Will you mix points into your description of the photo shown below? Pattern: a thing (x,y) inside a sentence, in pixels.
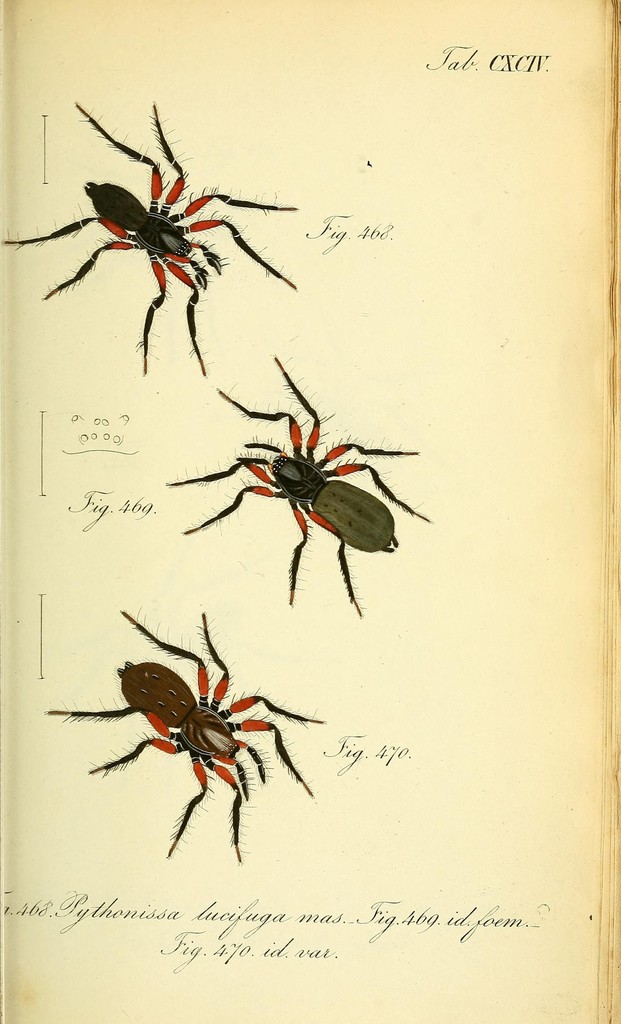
This image consists of a paper (209,398) in which there are pictures (350,544) of insects (372,523) along with a text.
